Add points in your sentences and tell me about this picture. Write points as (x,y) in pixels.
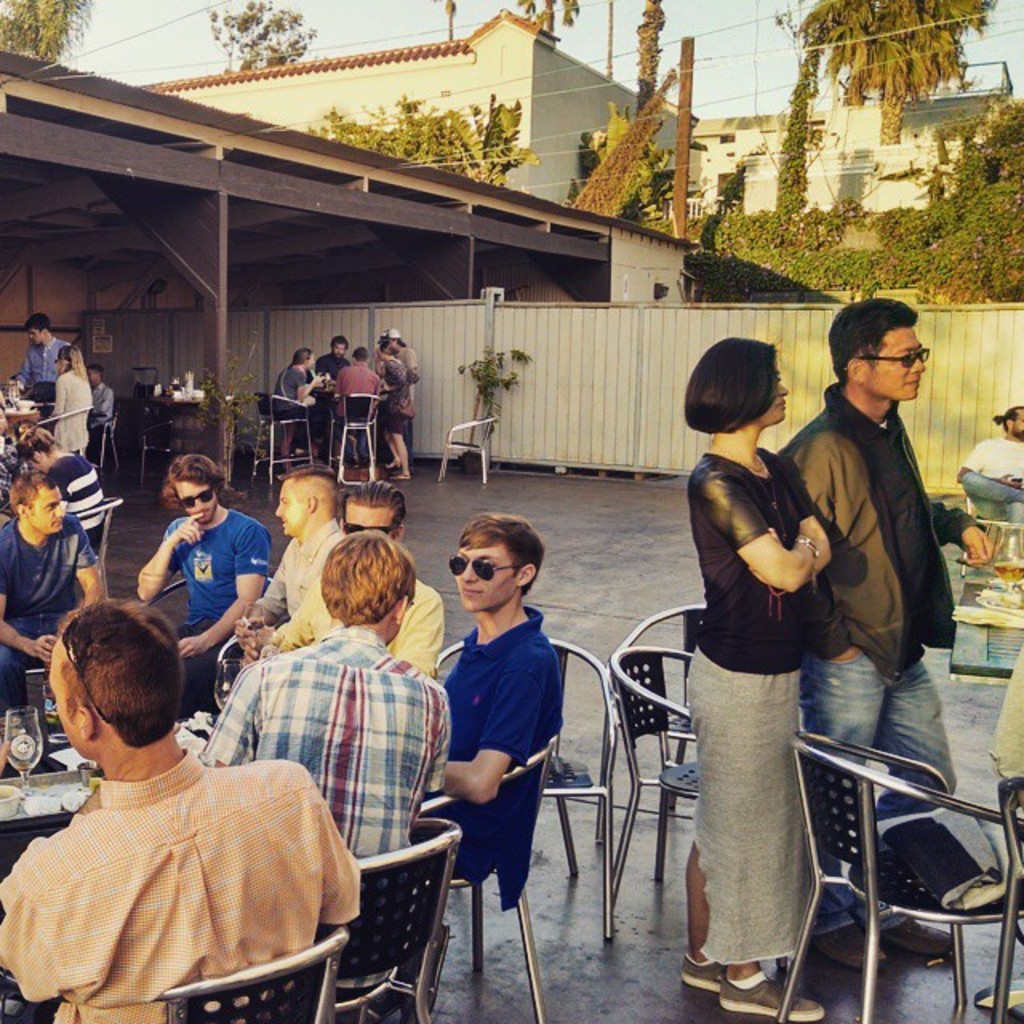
In the image we can see on the left (324,718) group of persons (140,598) were sitting on the chair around the table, on table (63,761) we can see some objects (27,776). On the right (848,547) we can see three persons (832,601) were standing. And coming to background (83,388) we can see few more persons (99,385) sitting on the chair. And we can see building (356,66), sky (195,50), trees (900,85) and plants (474,372).
